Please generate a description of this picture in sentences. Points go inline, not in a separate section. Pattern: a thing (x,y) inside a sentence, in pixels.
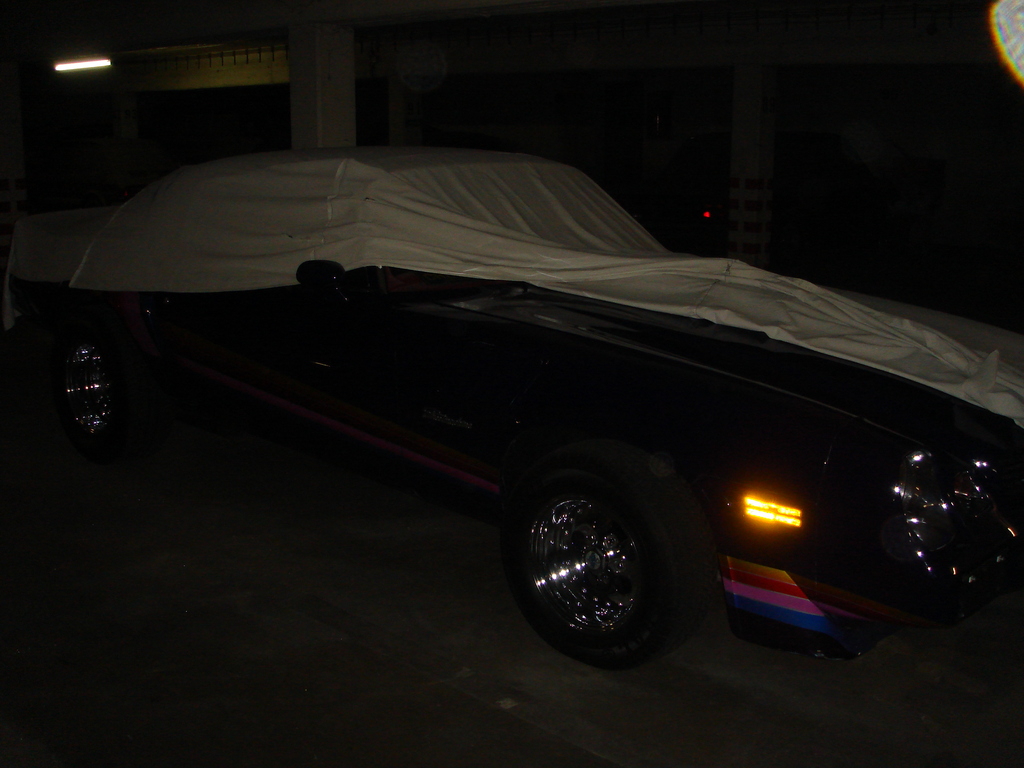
In this picture we can see a car (856,537) with the car cover (281,192) on the floor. Behind the car (410,386) there are pillars (315,70) and a light (73,63).
